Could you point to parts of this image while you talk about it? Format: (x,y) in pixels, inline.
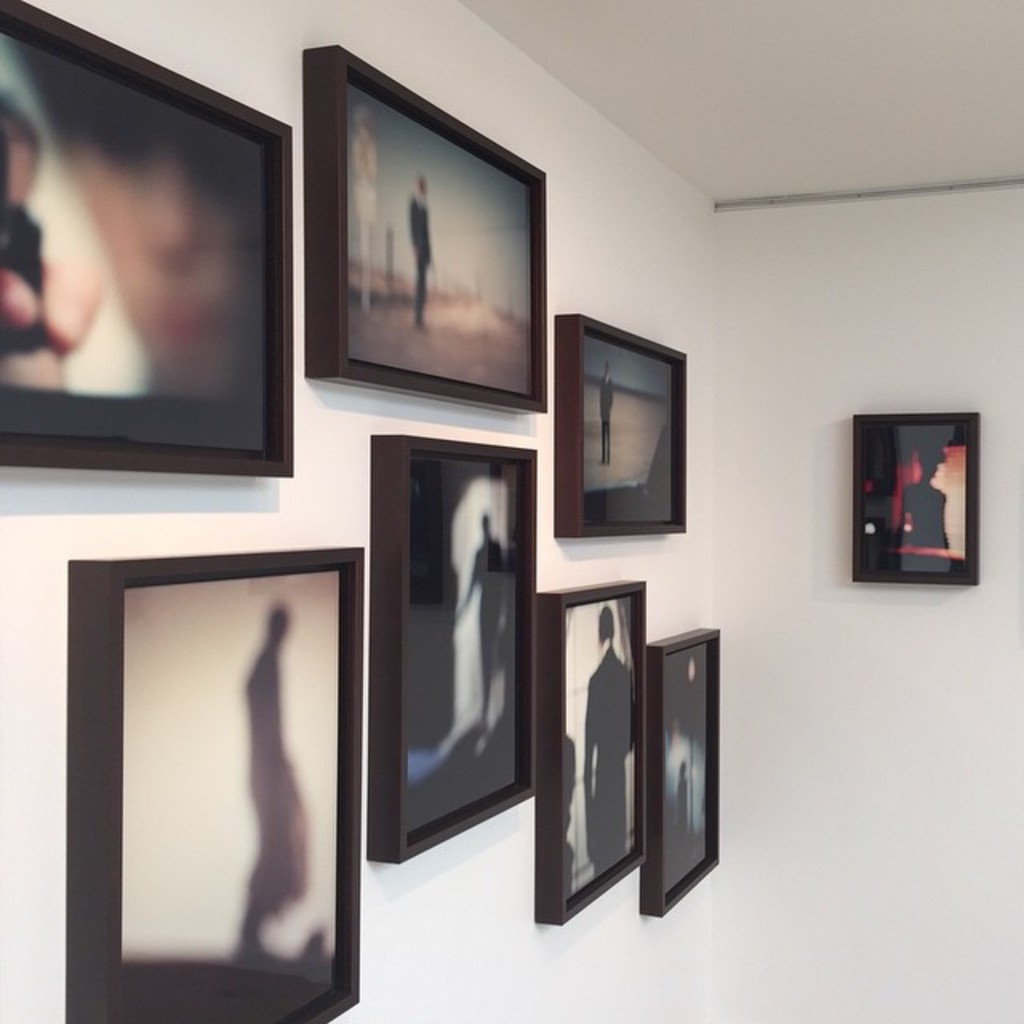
In this image I see the white wall (774,477) on which there are photo frames (440,344) and on the photo frames (404,389) I see a person (117,252) in every photo (132,306).
